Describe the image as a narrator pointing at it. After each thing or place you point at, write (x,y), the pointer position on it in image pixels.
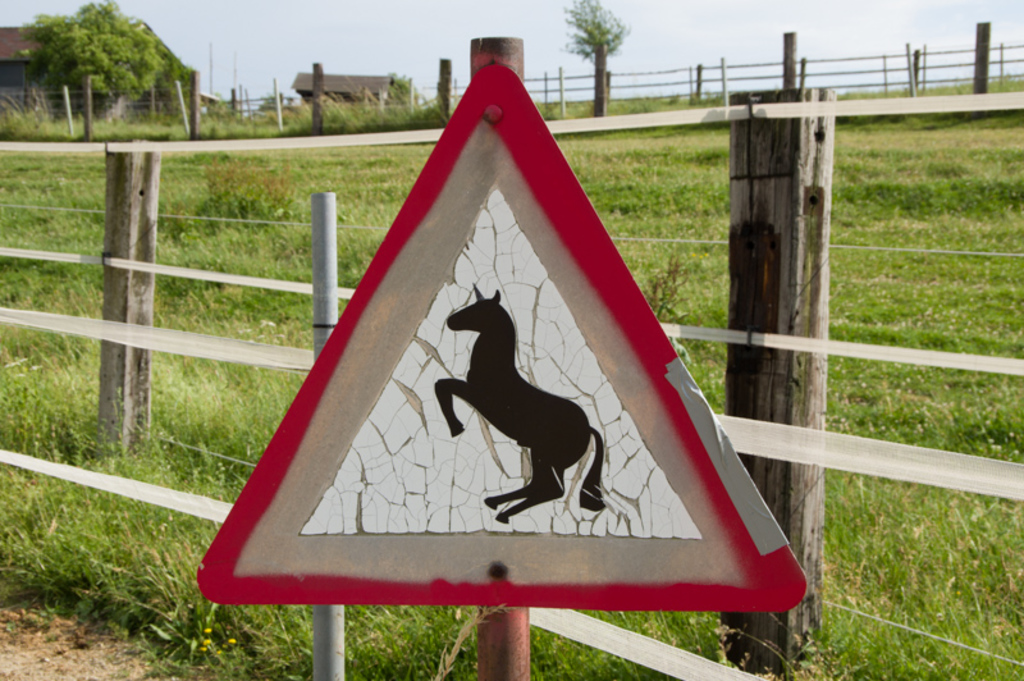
There is a board (455,326). On the board (662,374) we can see picture (484,332) of an animal (459,430). Here we can see fence (677,338), grass (268,194), trees (70,37), and houses (20,37). In the background (337,39) there is sky (806,38).
